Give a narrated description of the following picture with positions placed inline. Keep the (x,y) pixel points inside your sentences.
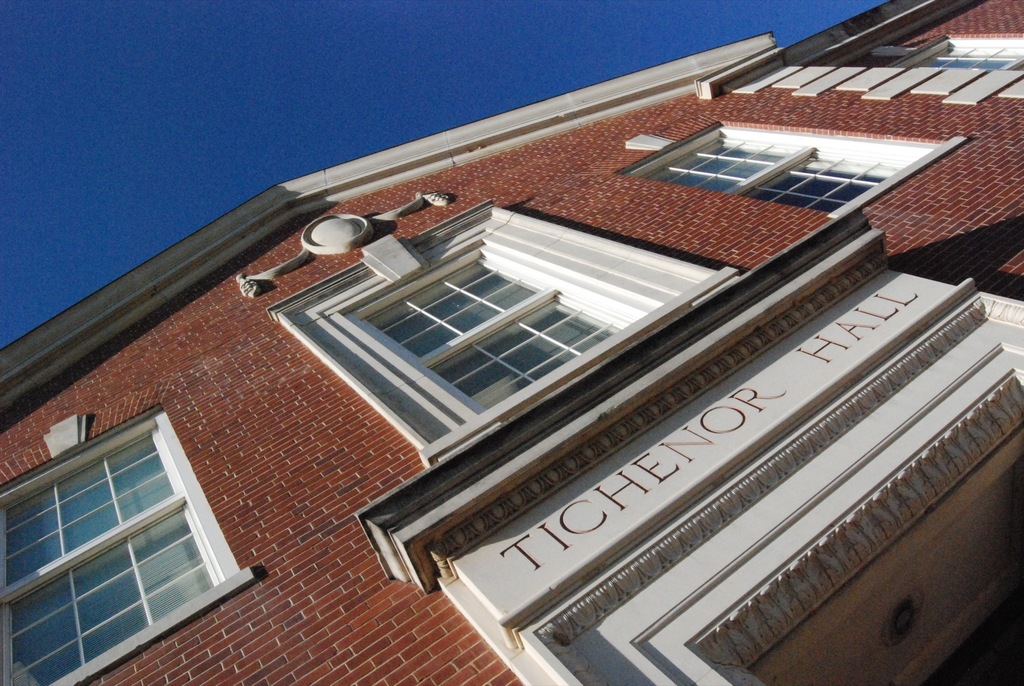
In this picture I can see there is a building (635,580) and it has a name plate (673,491) and the sky (478,13) is clear.
